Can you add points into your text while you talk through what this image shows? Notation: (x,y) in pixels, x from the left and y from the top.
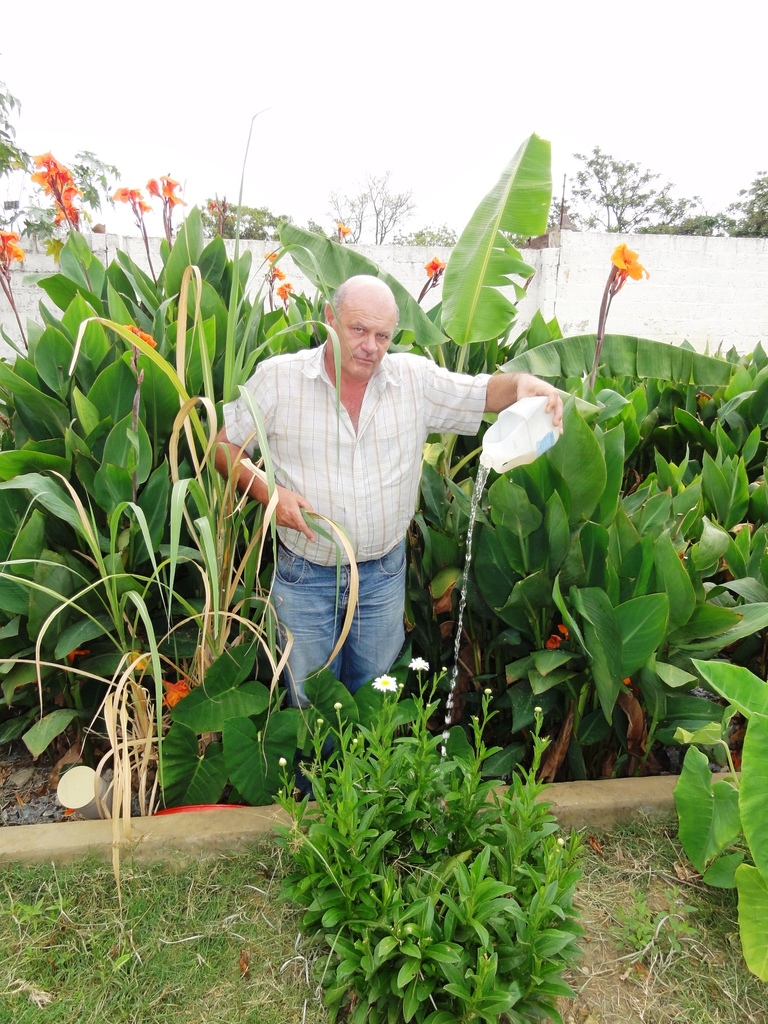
In this picture we can see the man (311,544) standing in the front (308,475) and watering the plants (365,768). Behind we can see some green plants (183,331).
